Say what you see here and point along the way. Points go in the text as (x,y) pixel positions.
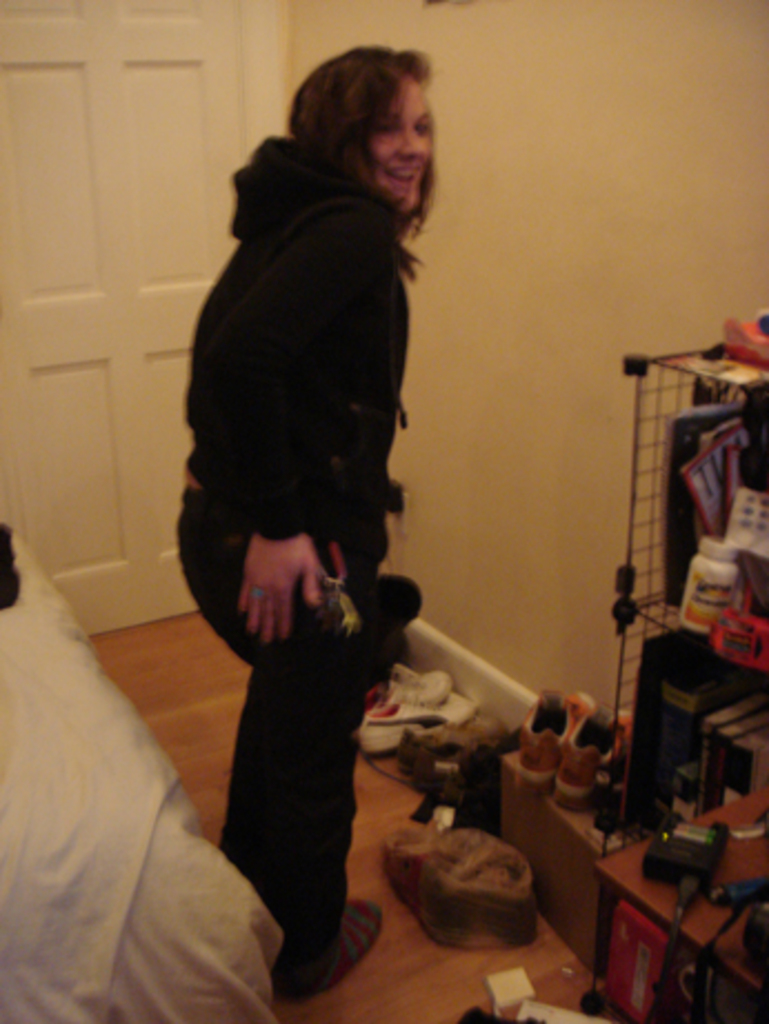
This picture is clicked inside. In the center (275,487) we can see a person (272,649). In the right (739,437) there are some objects (723,789) seems to be placed in the cabinet (675,656) and we can see there are some shoes (417,761) and some other objects (436,896) placed on the ground (400,773). In the background (453,53) there is a wall (594,199) and a white color door (155,149).
